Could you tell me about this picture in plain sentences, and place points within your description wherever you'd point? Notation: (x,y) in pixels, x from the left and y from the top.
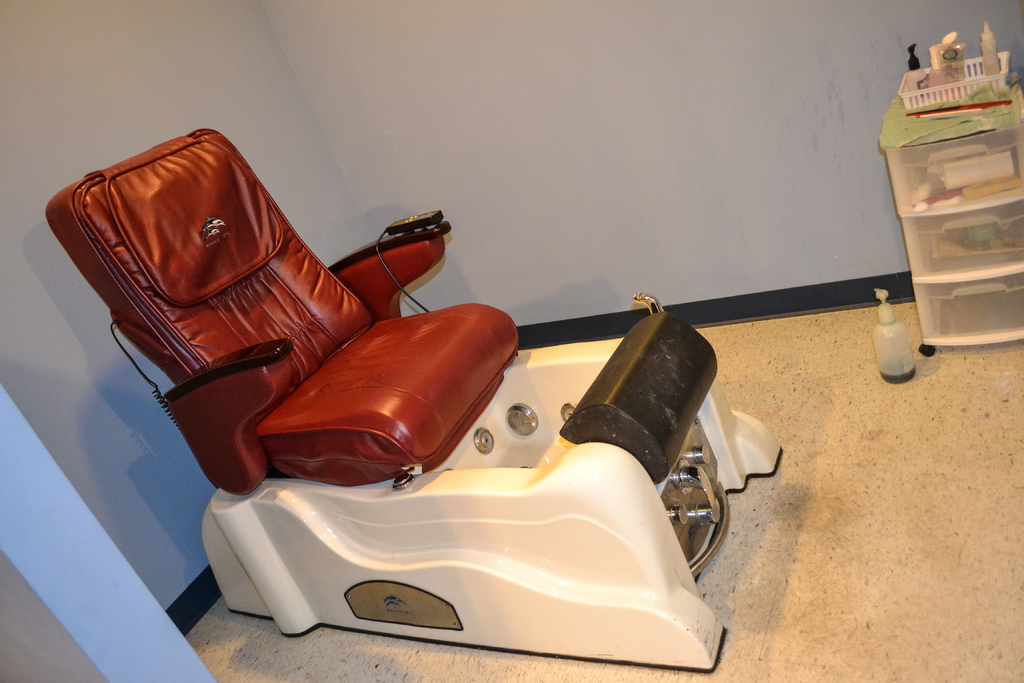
In the foreground of this picture (424,400), there is a recliner (397,379) and in the background (988,313), there is a small shelf (951,321), basket (926,95), few bottles (952,79), and the wall (682,126).
